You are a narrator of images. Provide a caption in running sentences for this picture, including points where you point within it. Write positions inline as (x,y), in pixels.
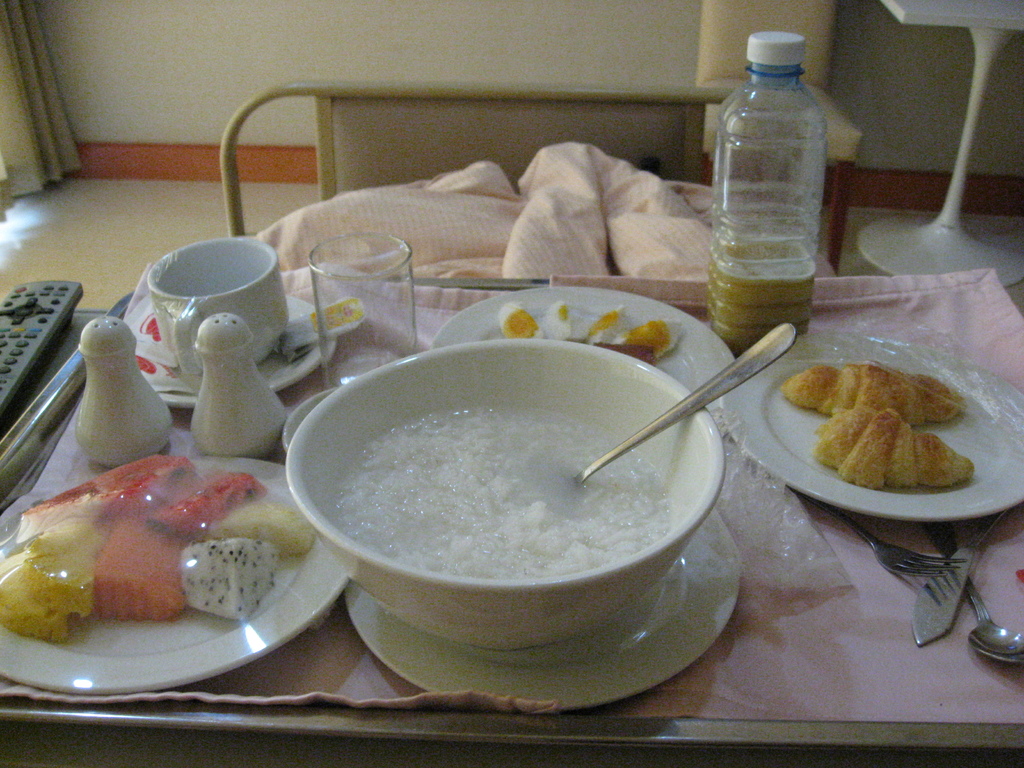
This picture is clicked inside the room (472,728). Here, we can see the table (198,714) on which pink color cloth (321,691) is placed on it. This table (421,662) consist of plates (895,504) on which edible (819,394) is placed and the table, on the top of the table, we can see bottle (763,174), glass (345,280), saucer (275,356) and remote (52,296). We even have a bed (493,142) beside the table (79,333), on which there is a blanket (567,223). Behind the bed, we can see a wall (169,43) and beside the wall (147,91), can see curtain (46,120).
